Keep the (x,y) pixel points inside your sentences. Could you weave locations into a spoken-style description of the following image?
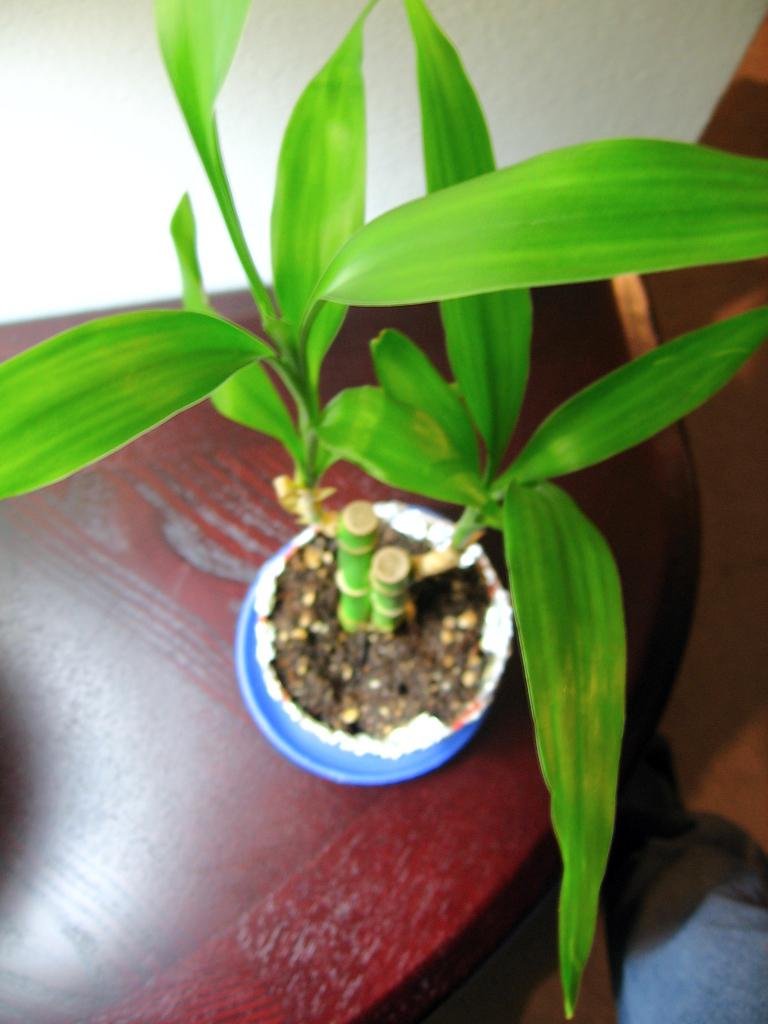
This picture shows a plant (572,663) on the table (362,480) and we see a white color wall (634,56) on the side.
